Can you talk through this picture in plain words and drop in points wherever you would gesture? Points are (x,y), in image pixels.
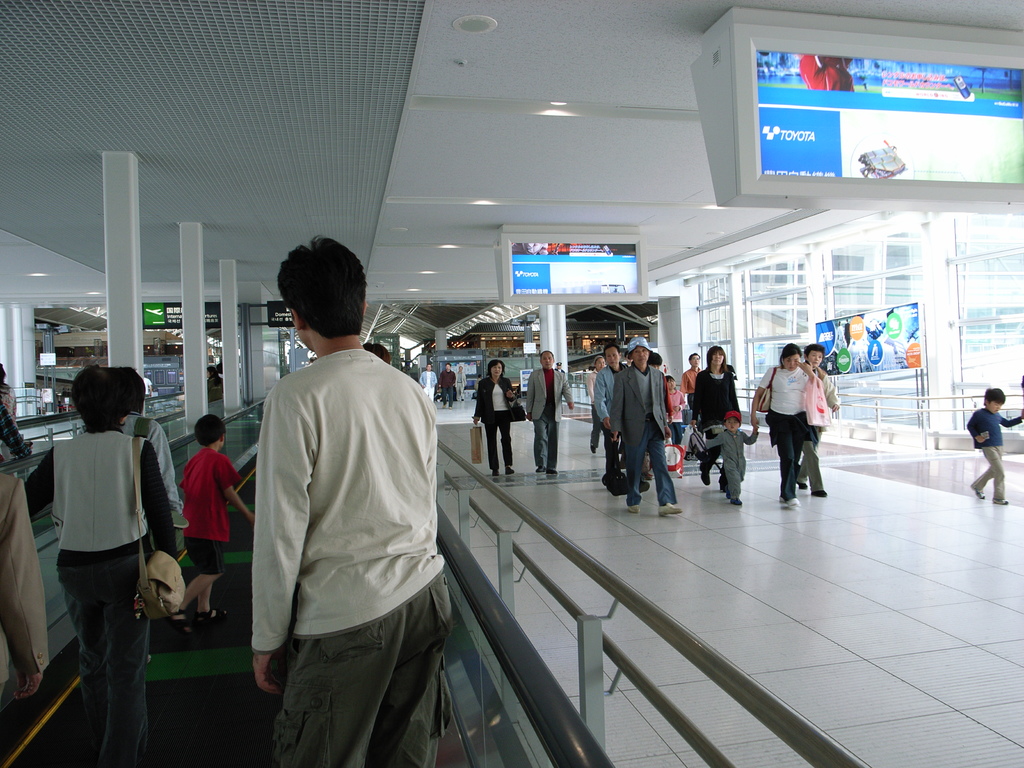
This picture is an inside view of a building (453,408). In this picture we can see the stores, boards (625,256), some persons (797,390), wall (763,291), glass (752,296), pillars (734,274). On the left side of the image (283,544) we can see an escalator (229,686), some persons (306,720). At the top of the image (563,85) we can see the roof (523,115) and lights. At the bottom of the image (869,657) we can see the floor (823,636).
